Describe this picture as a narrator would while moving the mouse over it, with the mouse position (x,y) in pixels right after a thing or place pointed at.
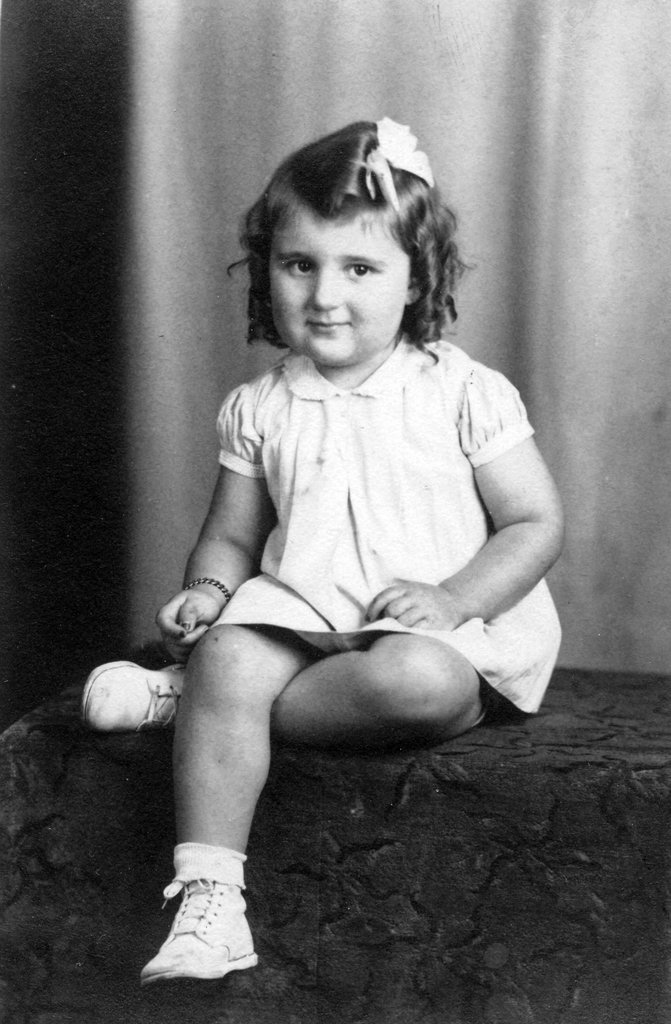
In this image we can see a girl (305,626) sitting on a surface (309,762). Behind the girl (332,301) we can see a cloth (196,398).
